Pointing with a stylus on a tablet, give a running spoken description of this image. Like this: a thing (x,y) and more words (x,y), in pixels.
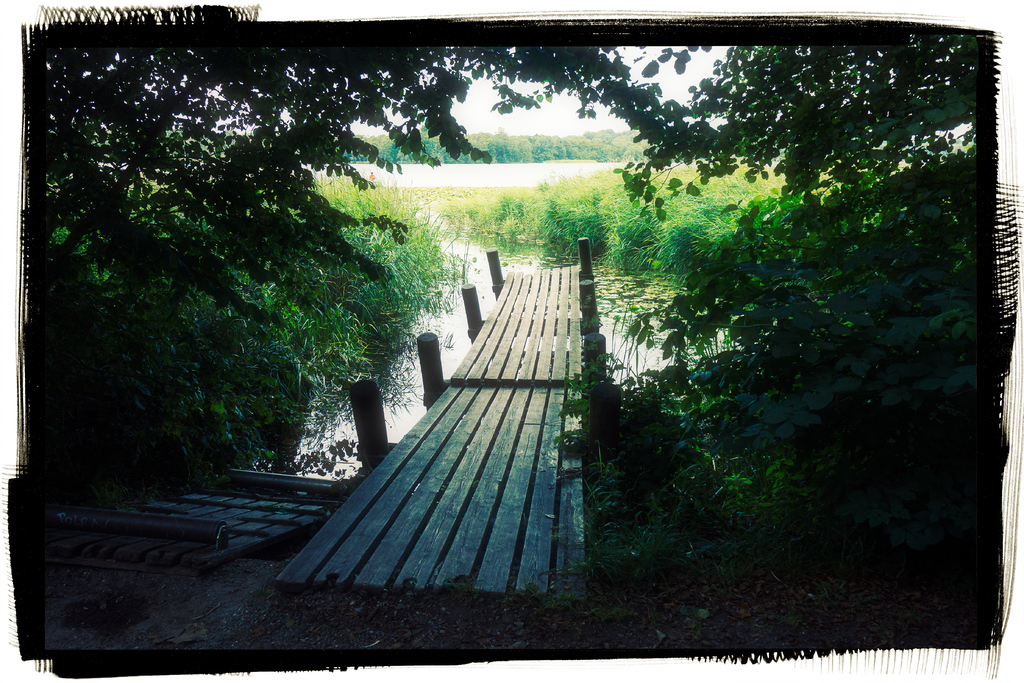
In the center of the image (427,446) there is a wooden bridge (473,456). There are poles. Beside the bridge (508,360) there is some object (210,518). At the bottom of the image (346,600) there is ground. There is grass (414,289) on the surface (590,235). In the background of the image (583,155) there are trees (540,157) and sky (511,84).
